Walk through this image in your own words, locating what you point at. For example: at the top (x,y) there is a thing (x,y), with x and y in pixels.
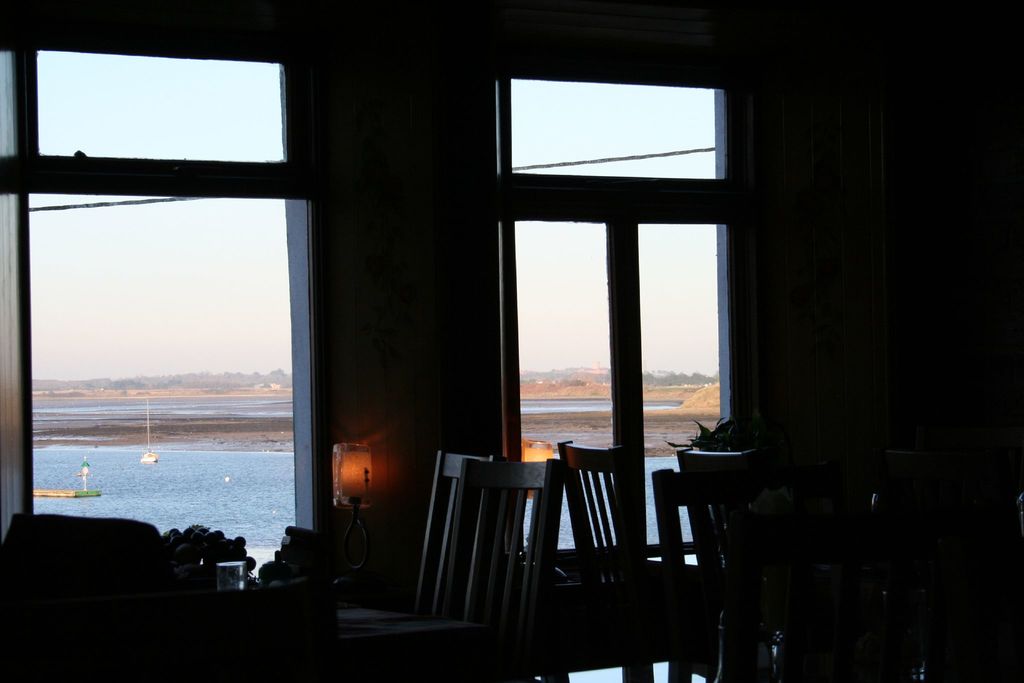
In this image I can see the dark picture in which I can see few chairs (645,575), few tables (559,588) and on the table (358,627) I can see a glass (235,588) and few other objects (268,571). I can see an orange colored object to the wall (376,491) and few windows (154,317) through which I can see the water (174,477), the ground (174,445), few trees (163,382) and the sky (162,205).
